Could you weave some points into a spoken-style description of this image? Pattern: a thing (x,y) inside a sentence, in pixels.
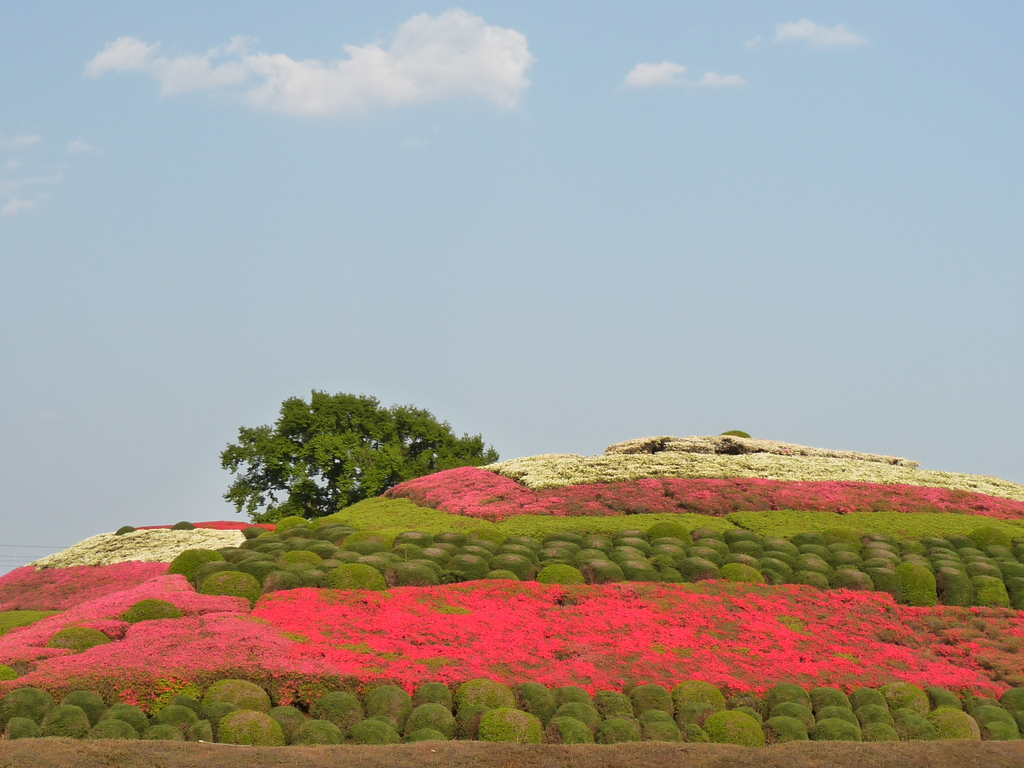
In the picture we can see the inside view of the garden (784,599) with a hill (71,606) covered with grass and bushes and on the top of the hill (938,476) we can see the part of the tree (243,439) and behind it we can see the sky (713,296) with clouds (465,70).
